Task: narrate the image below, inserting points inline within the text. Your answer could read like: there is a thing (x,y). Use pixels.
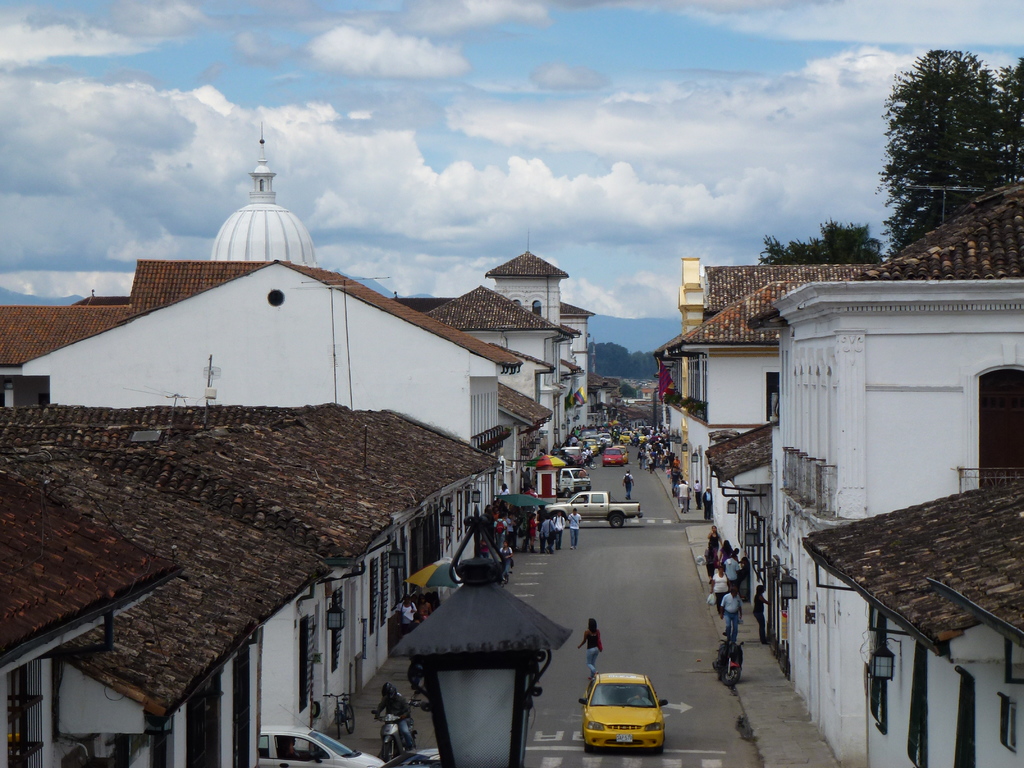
There are people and we can see vehicles (570,484) on the road (613,494), lights (485,718) and buildings (345,503). In the background (584,144) we can see trees (767,246) and sky (524,38) with clouds (593,74).
